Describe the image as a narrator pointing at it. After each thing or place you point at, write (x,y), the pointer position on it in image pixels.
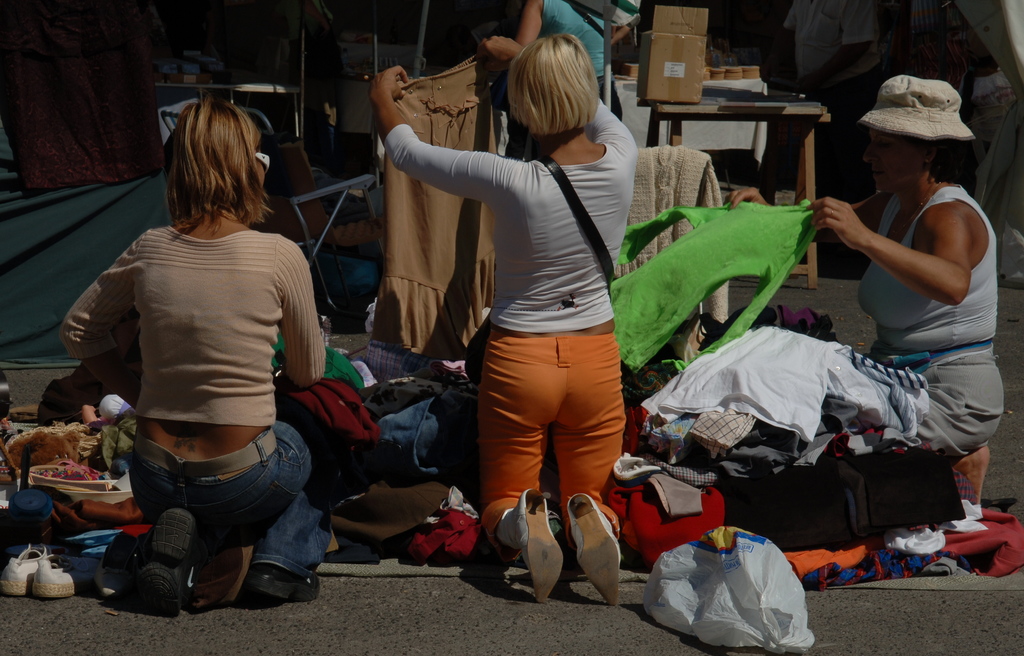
In this image, I can see few people (268,442) and there are clothes (703,510) on the road (502,586). In the background (195,57), I can see a cardboard box (669,90) and few other objects (189,72) on the tables (624,100) and there is a chair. On the left side of the image (49,189), there are clothes (47,163). At the bottom of the image (53,592), I can see footwear (105,565) and a plastic bag (723,614).
